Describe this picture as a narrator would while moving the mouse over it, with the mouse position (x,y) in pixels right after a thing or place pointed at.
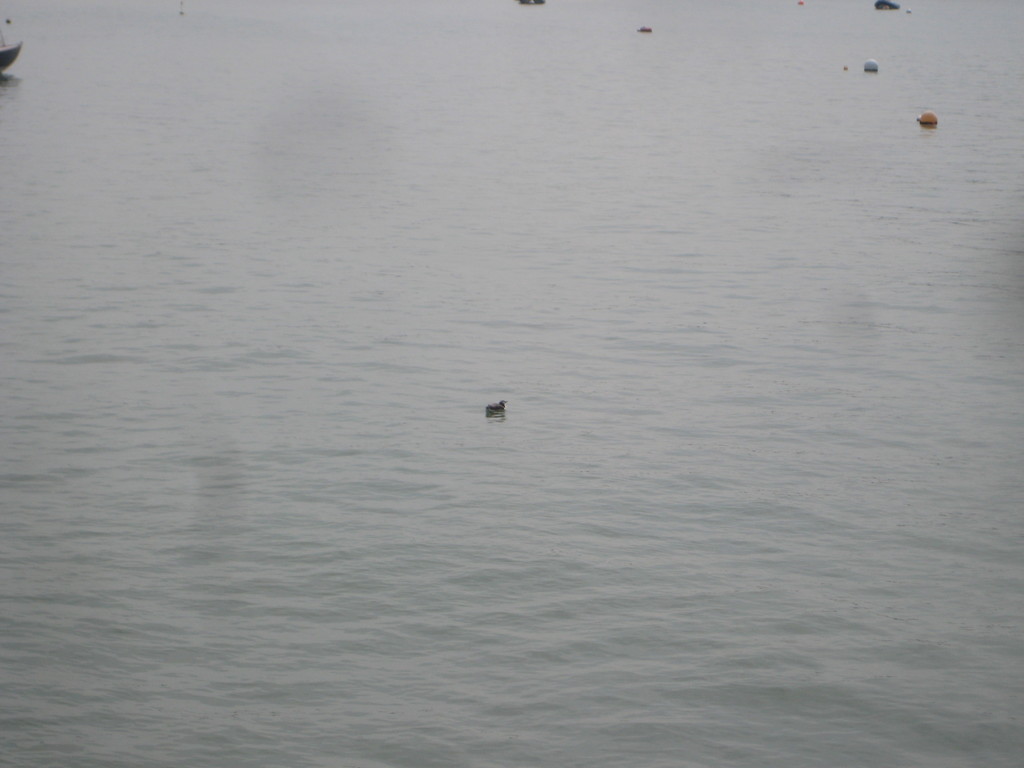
In the picture I can see water (565,500) on which I can see some objects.
